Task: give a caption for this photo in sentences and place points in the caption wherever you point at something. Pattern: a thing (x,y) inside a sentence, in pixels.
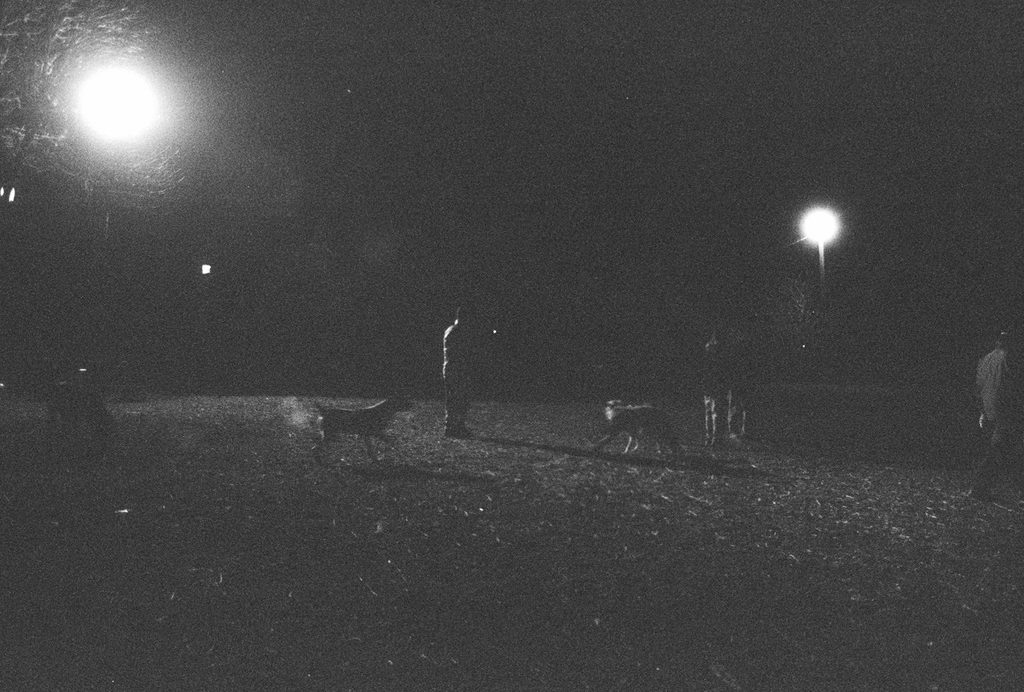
In this picture we can see dogs (628,408) and some people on the ground (634,488), lights (89,95) and in the background (647,101) it is dark.
